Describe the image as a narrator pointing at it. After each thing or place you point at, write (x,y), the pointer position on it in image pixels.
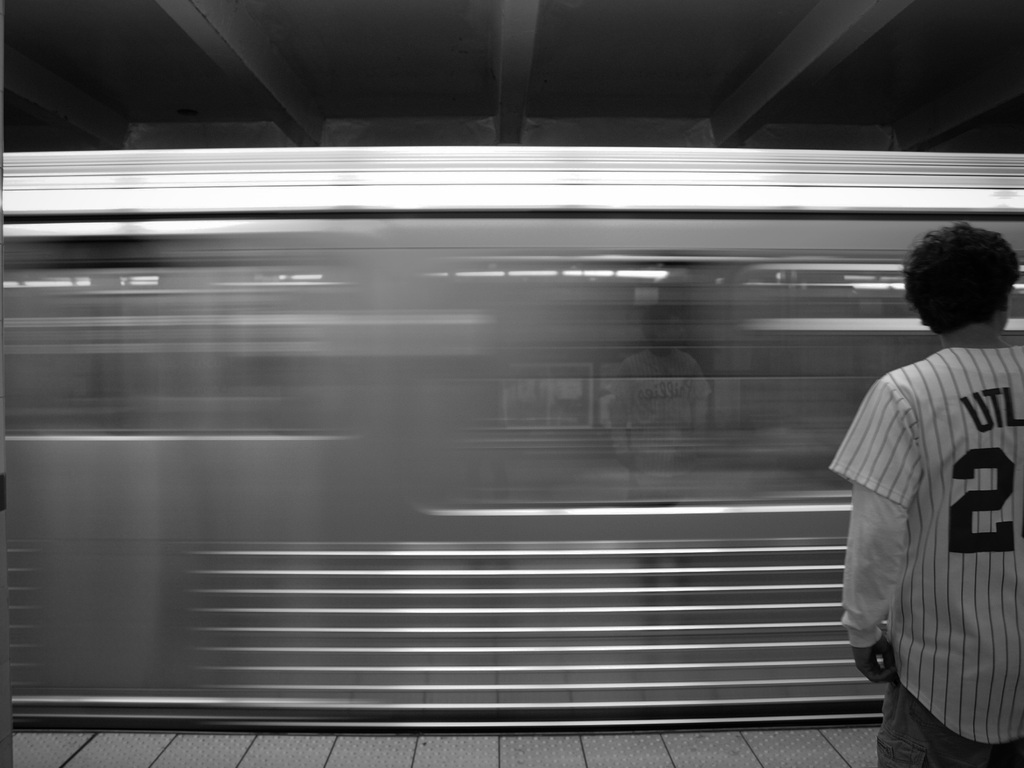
In this image we can see a person (984,531) wearing white color T-shirt (953,509) standing on the platform (784,729) and in the background (524,490) we can see a train (594,401) which is moving on the track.
